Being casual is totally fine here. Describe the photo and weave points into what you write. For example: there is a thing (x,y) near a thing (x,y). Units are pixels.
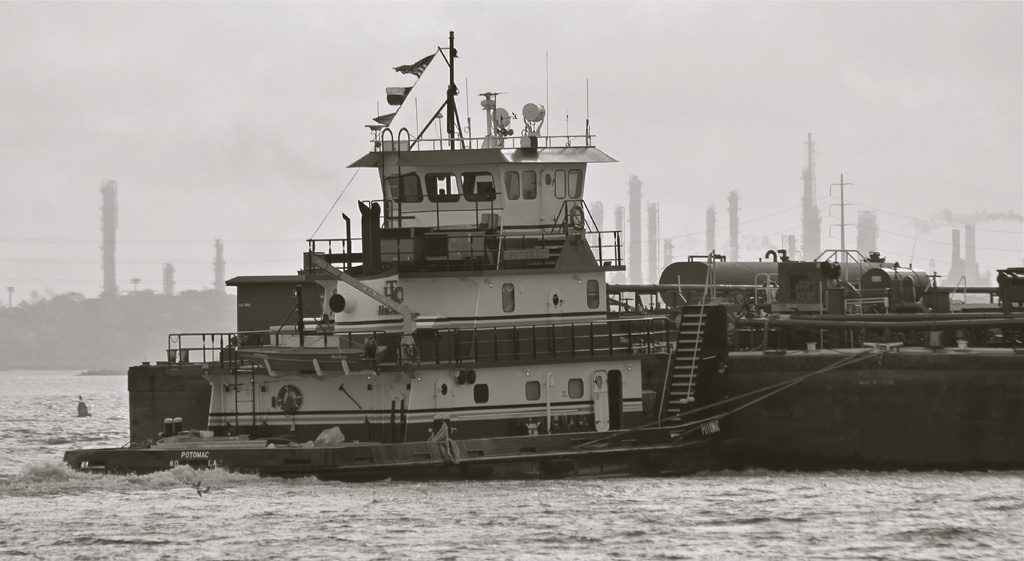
This is a black and white image. This looks like a ship (645,402), which is moving in the water (226,501). In the background (109,210), I can see the towers (638,224). These are the flags (396,94) hanging to the rope (359,169).
